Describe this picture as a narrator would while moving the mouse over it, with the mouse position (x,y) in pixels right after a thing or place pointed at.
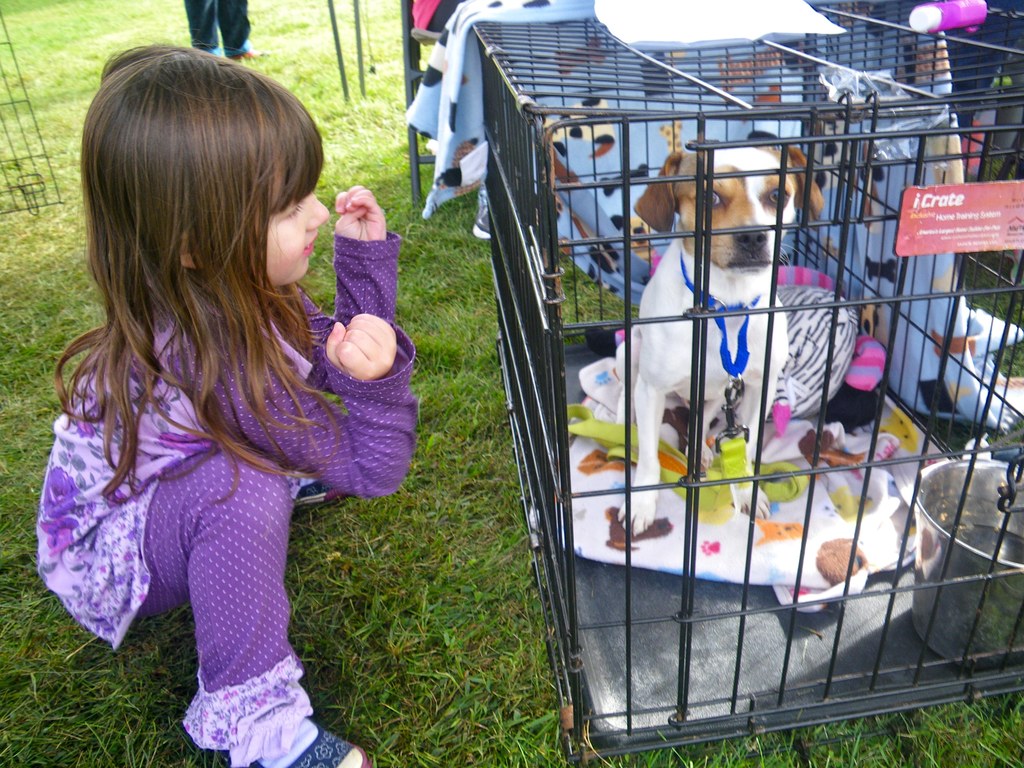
In this image we can see a dog (688,364) in a cage (778,477). In the cage (629,398) we can see a cloth (818,499) and a bucket (944,529) with water (981,535). On the cage (910,507) we can see a board (942,229) with text (949,216) and a cloth (579,45). Beside the cage (526,57) we can see a girl (271,359) on the grassy land (478,590). At the top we can see the legs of a person (203,18).
